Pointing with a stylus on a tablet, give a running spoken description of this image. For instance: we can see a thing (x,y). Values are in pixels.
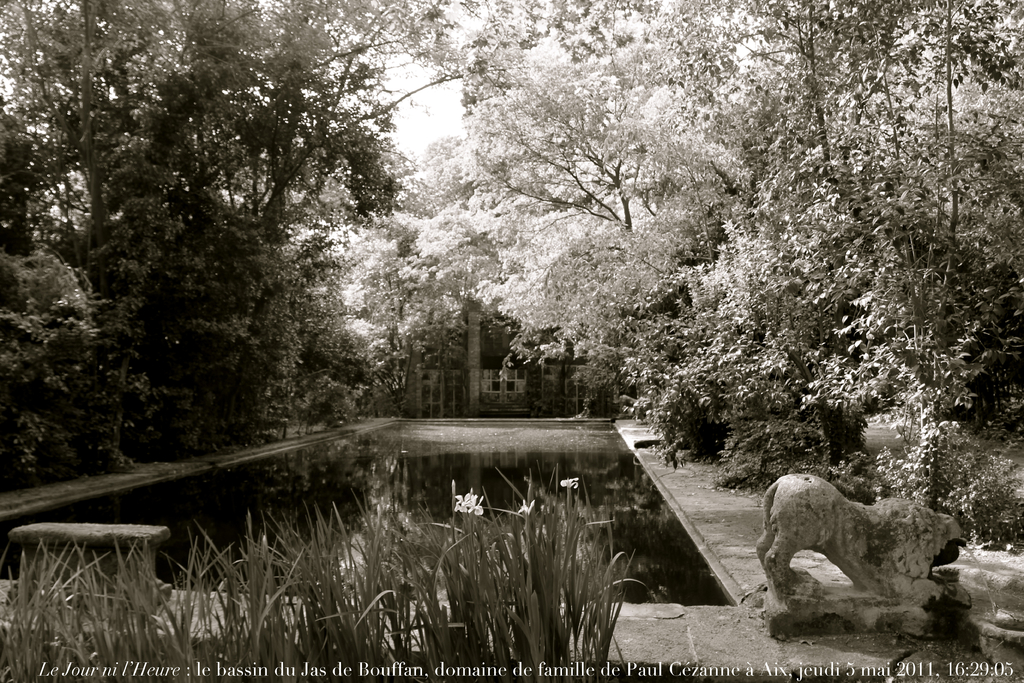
In this image I can see the water (524,490) and I can also see few plants (426,578) and trees (756,276). In the background (440,115) I can see the house (518,363) and the sky (420,130) and the image is in black and white.
